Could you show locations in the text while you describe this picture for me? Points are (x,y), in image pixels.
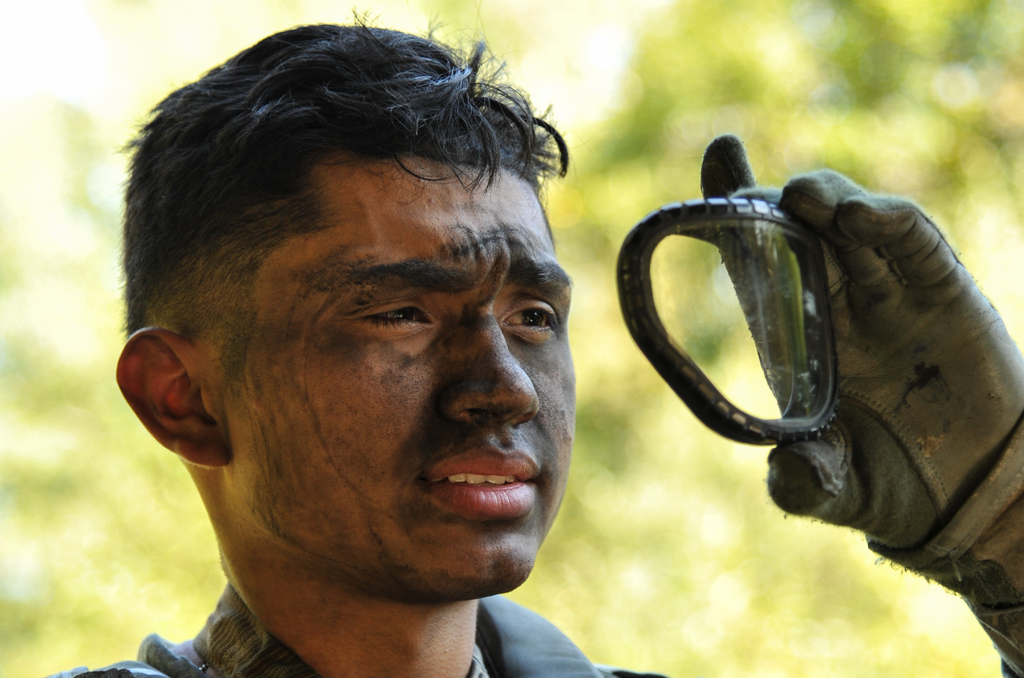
In this image we can see a man (443,327) is standing, he is wearing the gloves (867,358) and holding an object (817,367) in the hand (880,381), at the back (804,41) there are trees (707,40).
